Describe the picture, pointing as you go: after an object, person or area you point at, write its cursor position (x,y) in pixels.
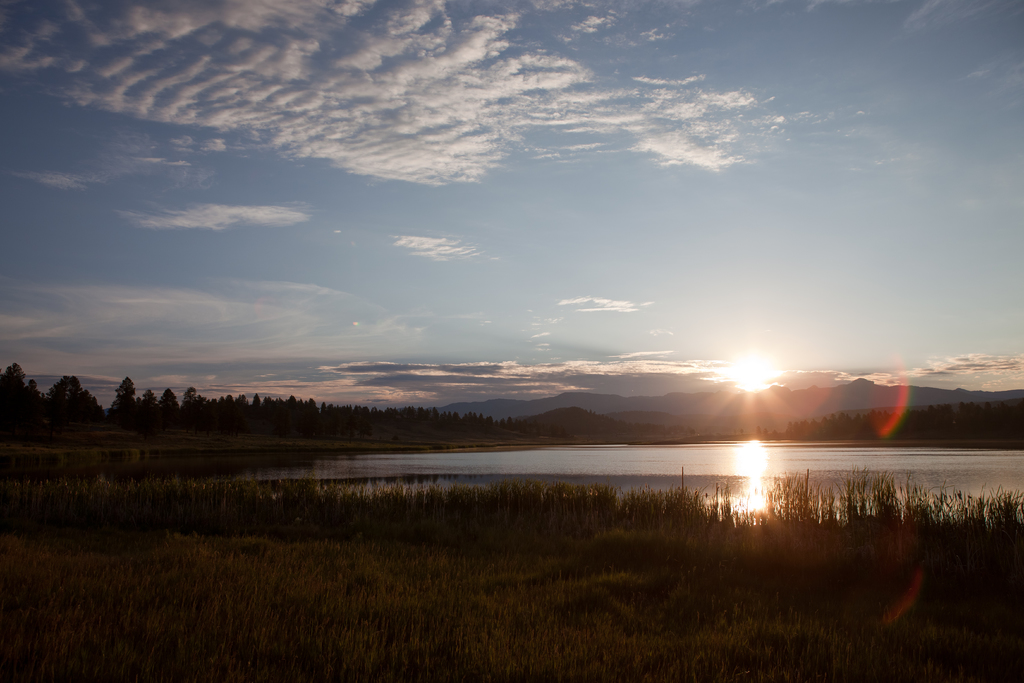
This image is clicked at a riverside (557,494). At the bottom (458,613) there is a ground (643,628). There are plants (558,493) and grass (277,610) on the ground (276,616). There is water (717,472). In the background (839,425) there are mountains (776,402) and trees (367,414). At the top (554,119) there is the sky (619,164). There is sun (737,377) in the image.
